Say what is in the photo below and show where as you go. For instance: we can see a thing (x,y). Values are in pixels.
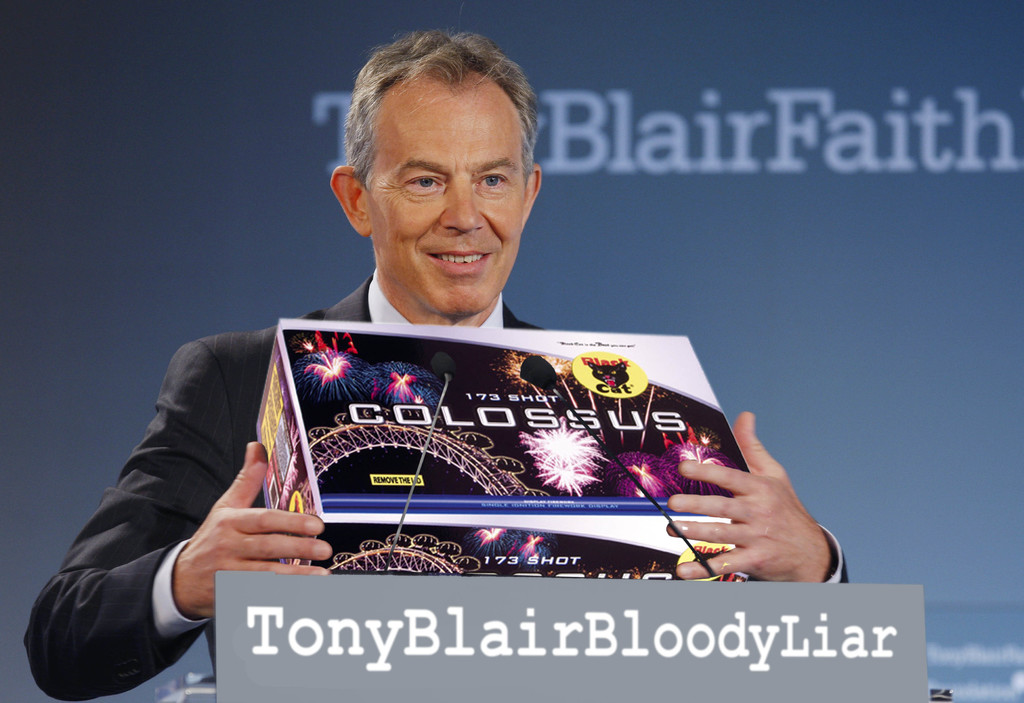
There is a man (257,445), he is holding some item (410,486) in his hands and there is a mic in front of the person (250,362), behind the man (373,241) there is some name (765,118) on a banner (752,144) and the background of the name (720,153) is in grey color.
